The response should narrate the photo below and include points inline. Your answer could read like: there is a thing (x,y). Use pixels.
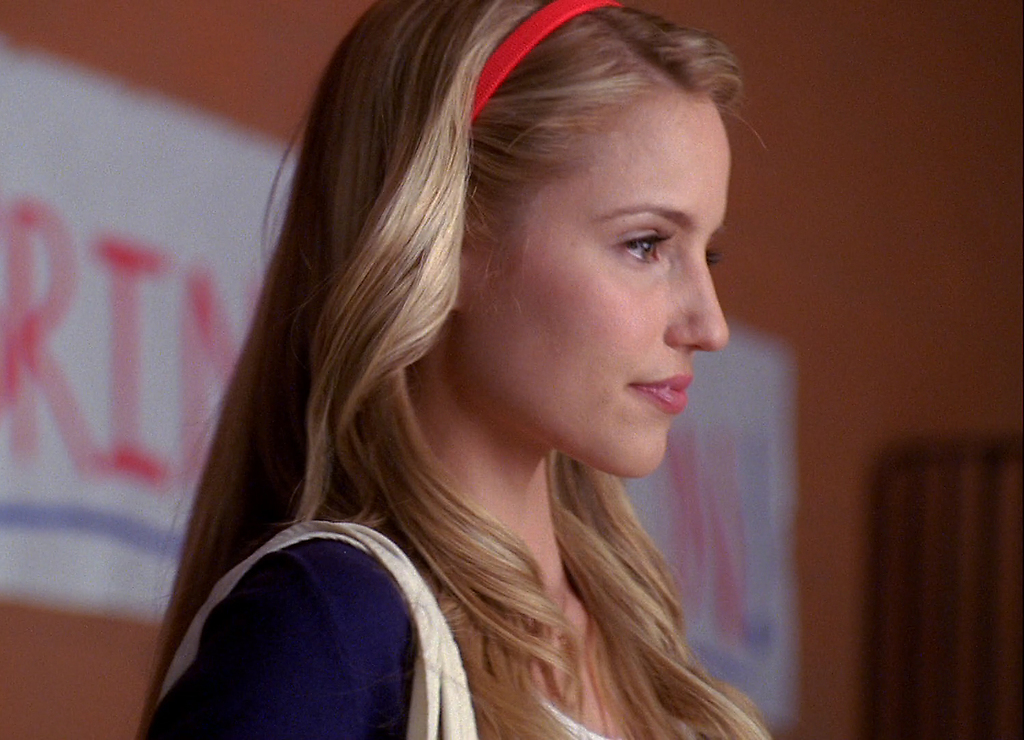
In this image we can see a girl (500,454) standing and looking to the right side of the image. In the background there is a wall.
